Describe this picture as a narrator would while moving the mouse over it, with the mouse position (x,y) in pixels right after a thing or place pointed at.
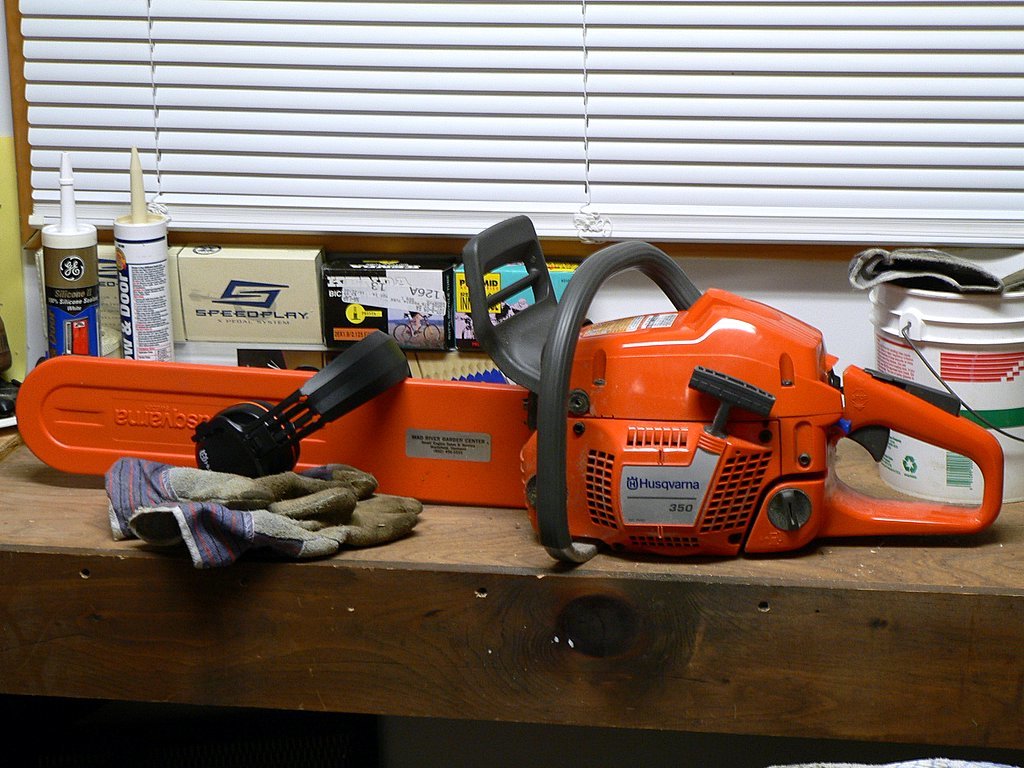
In this image, we can see a machine (751,354), bucket (945,328), some bottles (156,294), boxes (383,323), and a cloth (201,516) which are placed on the table (844,605).
